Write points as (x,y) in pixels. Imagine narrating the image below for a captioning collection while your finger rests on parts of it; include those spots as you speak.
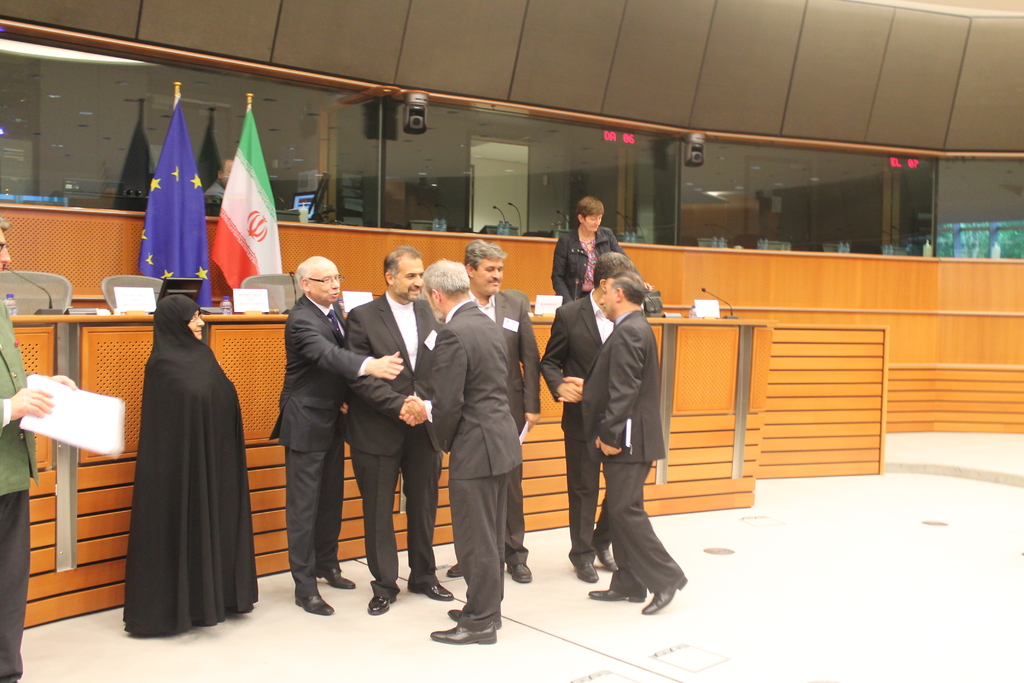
In the center of the image (486,350) a group of people (617,411) are standing. In the background of the image (672,350) we can see bench (696,325), chairs (272,297), flags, boards (121,307), mic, glass (734,192), speakers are there. On the left side of the image (24,393) a person (14,419) is standing and holding a paper (96,409). At the bottom of the image (811,624) floor (819,613) is there. At the top of the image (827,62) roof (852,44) is present.
